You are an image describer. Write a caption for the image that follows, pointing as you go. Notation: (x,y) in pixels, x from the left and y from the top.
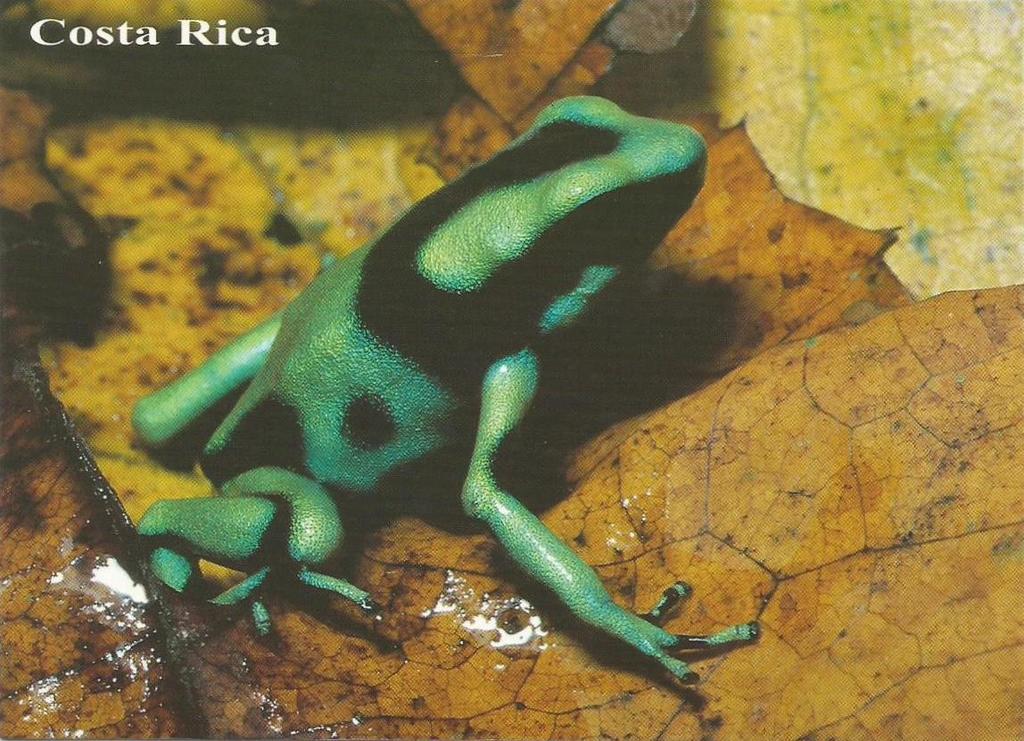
In this image we can see a frog (433,308) on the orange-yellow color leaves (750,370). Top left of the image (179,34) watermark (154,38) is present.
